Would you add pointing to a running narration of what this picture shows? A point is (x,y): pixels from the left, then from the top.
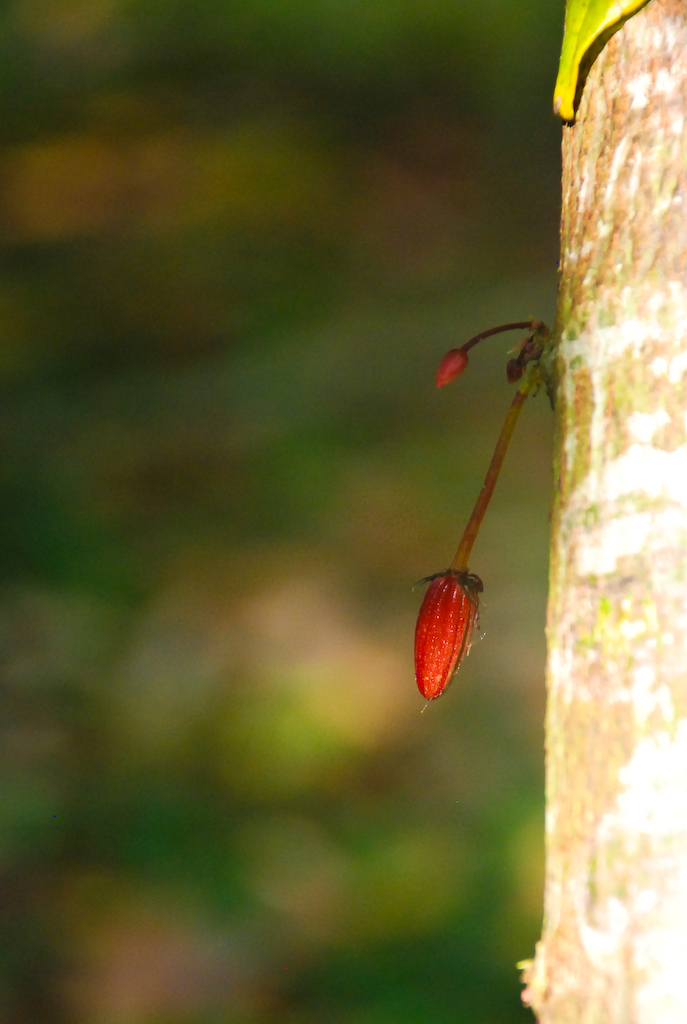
In this image on the right side (611,591) we can see a bud (443,596), leaf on a tree trunk (629,604). In the background (339,580) the image is blur.
